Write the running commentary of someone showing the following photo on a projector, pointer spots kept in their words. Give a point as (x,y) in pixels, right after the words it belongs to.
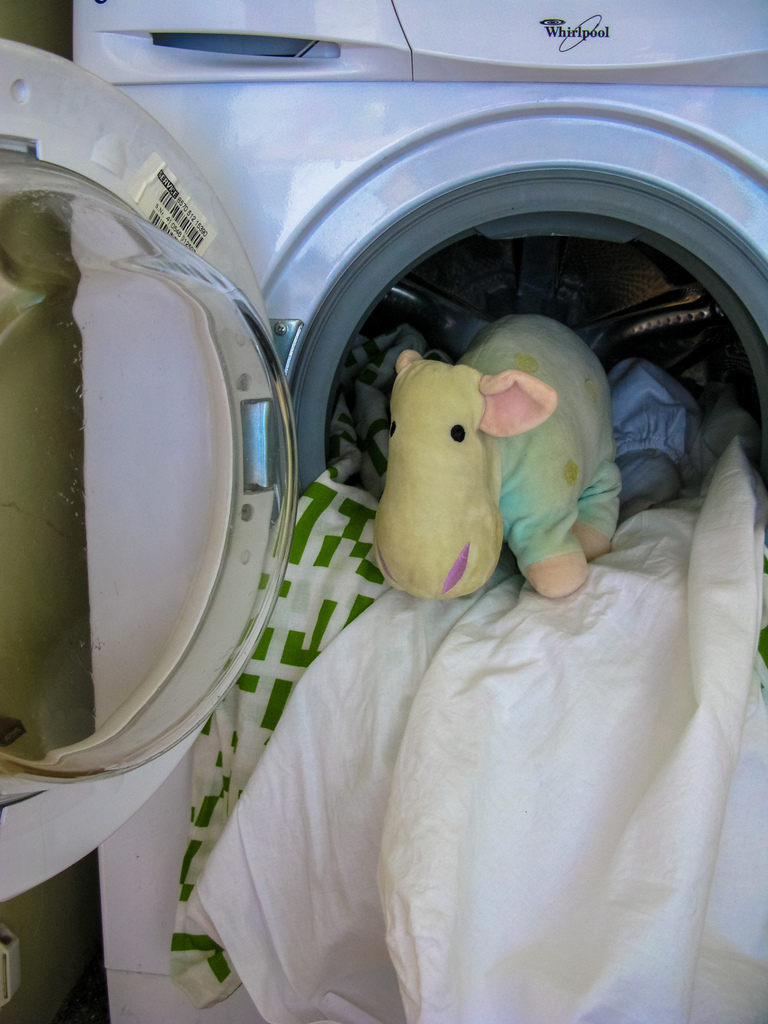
In the image I can see a washing machine (161,262) in which there are some clothes (512,595) and a doll (556,403).
